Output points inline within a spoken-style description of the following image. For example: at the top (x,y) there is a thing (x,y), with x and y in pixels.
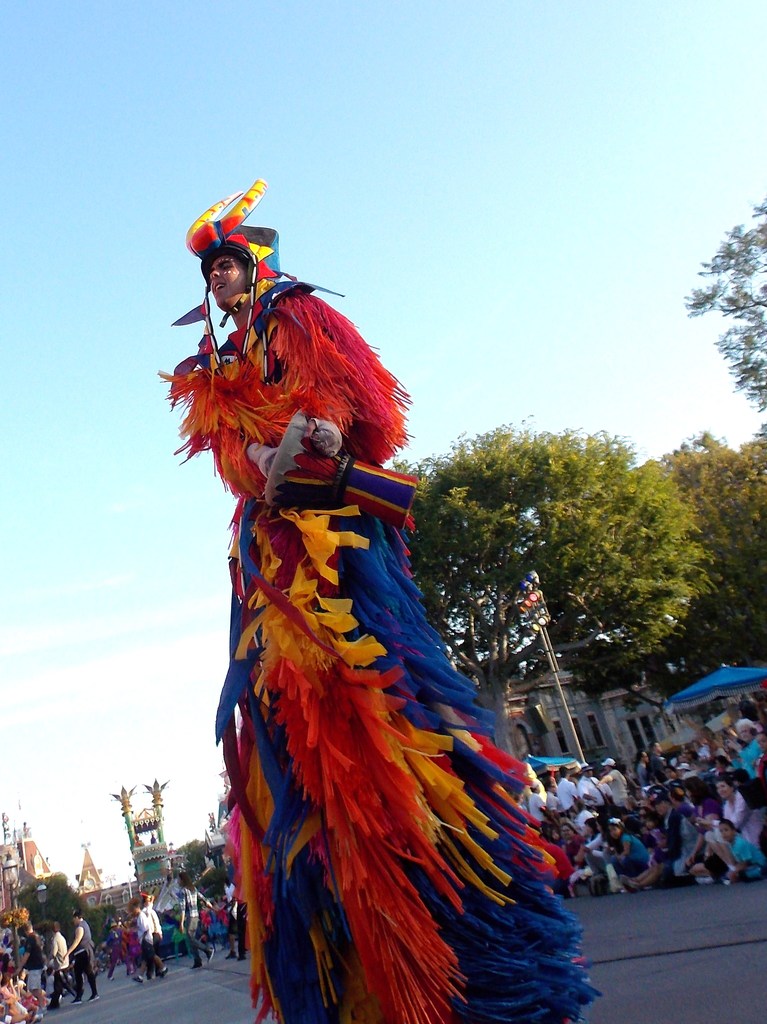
There is a person (319,434) wearing a costume (302,728). In the background (583,796) there is a crowd (521,795), trees (565,503), buildings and sky (149,350).
